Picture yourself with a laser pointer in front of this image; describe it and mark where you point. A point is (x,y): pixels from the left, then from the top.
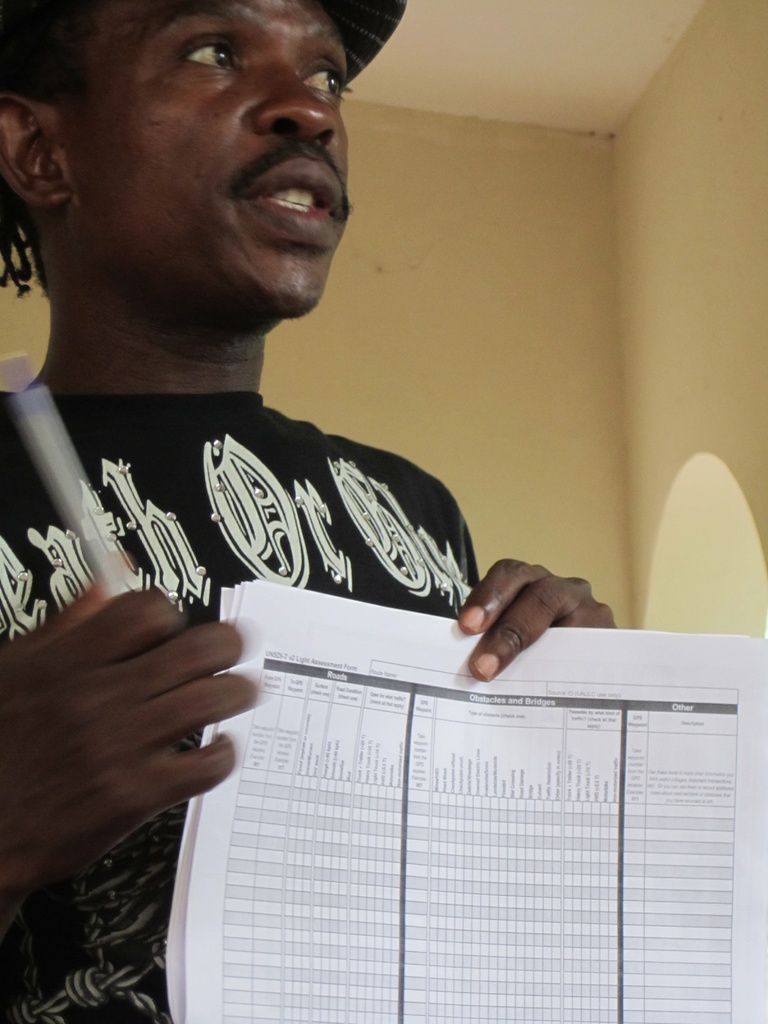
In this image there is a person (190,489) truncated, the person (238,532) is holding an object (401,736), the object (401,778) is truncated towards the bottom of the image (434,969), there is the wall (723,326) truncated towards the right of the image (726,283), at the background of the image (414,299) there is the wall (398,311) truncated towards the left of the image (31,316), there is the roof (487,62) truncated towards the top of the image (455,68).
